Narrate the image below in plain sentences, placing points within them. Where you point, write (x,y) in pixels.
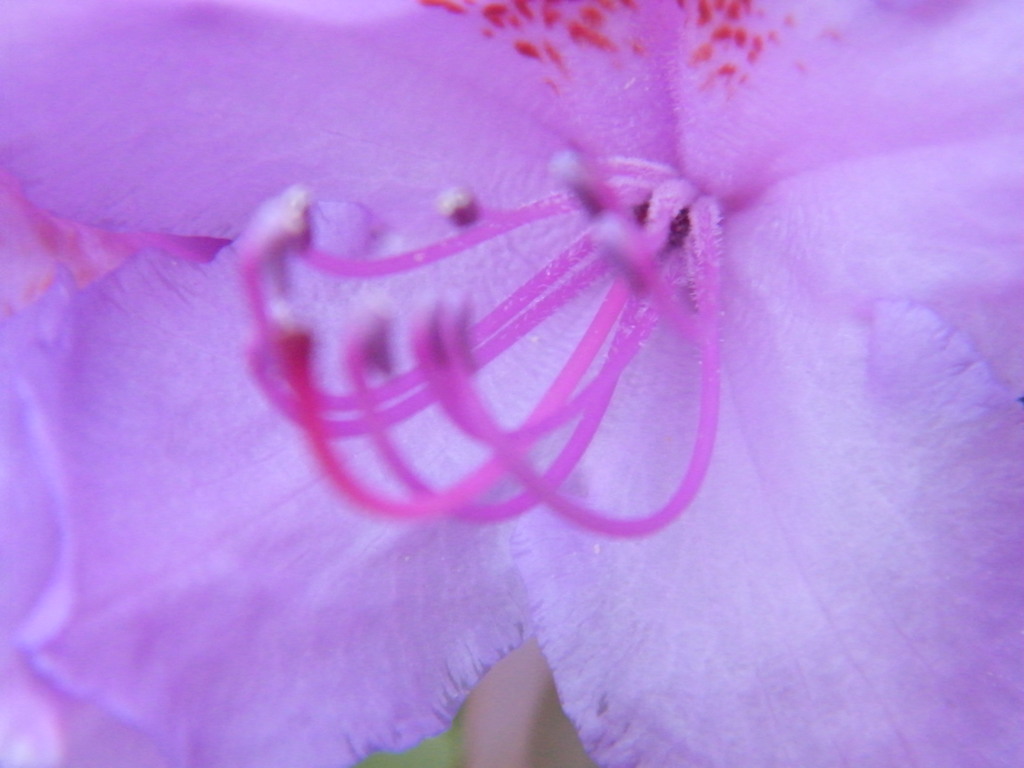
In this image we can see one flower (152,266) with stamens (430,362) and one green object (444,743) looks like a leaf (410,753) on the ground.
